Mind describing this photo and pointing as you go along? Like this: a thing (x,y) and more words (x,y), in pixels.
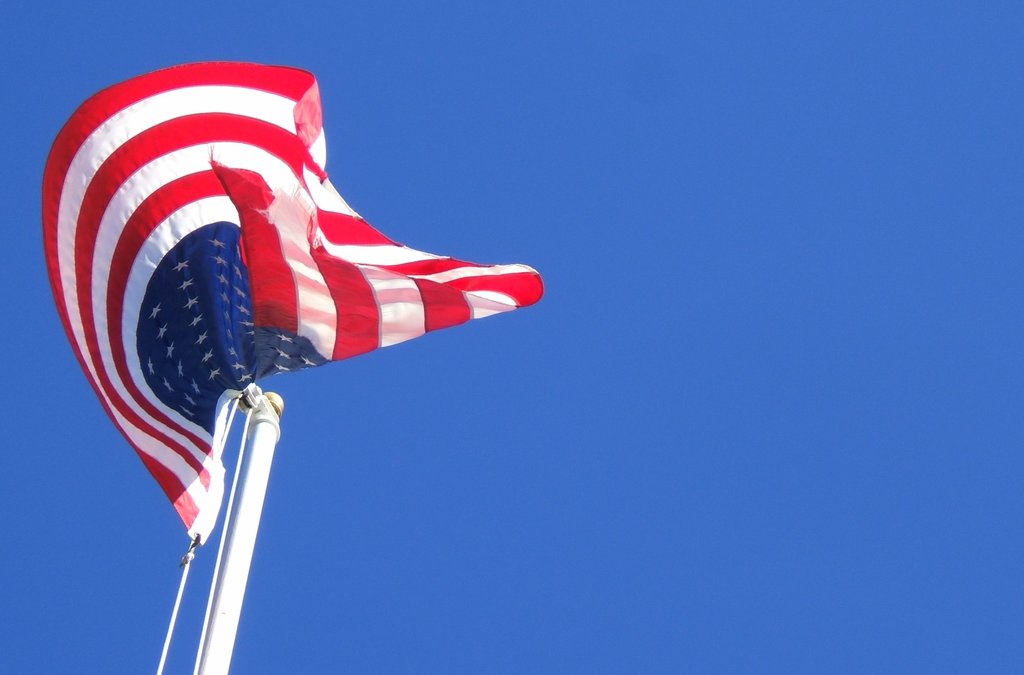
In this image, I can see a flag (204,371) and a rope (191,554) are hanging to a pole (252,491). In the background (545,219), there is the sky (718,394).
